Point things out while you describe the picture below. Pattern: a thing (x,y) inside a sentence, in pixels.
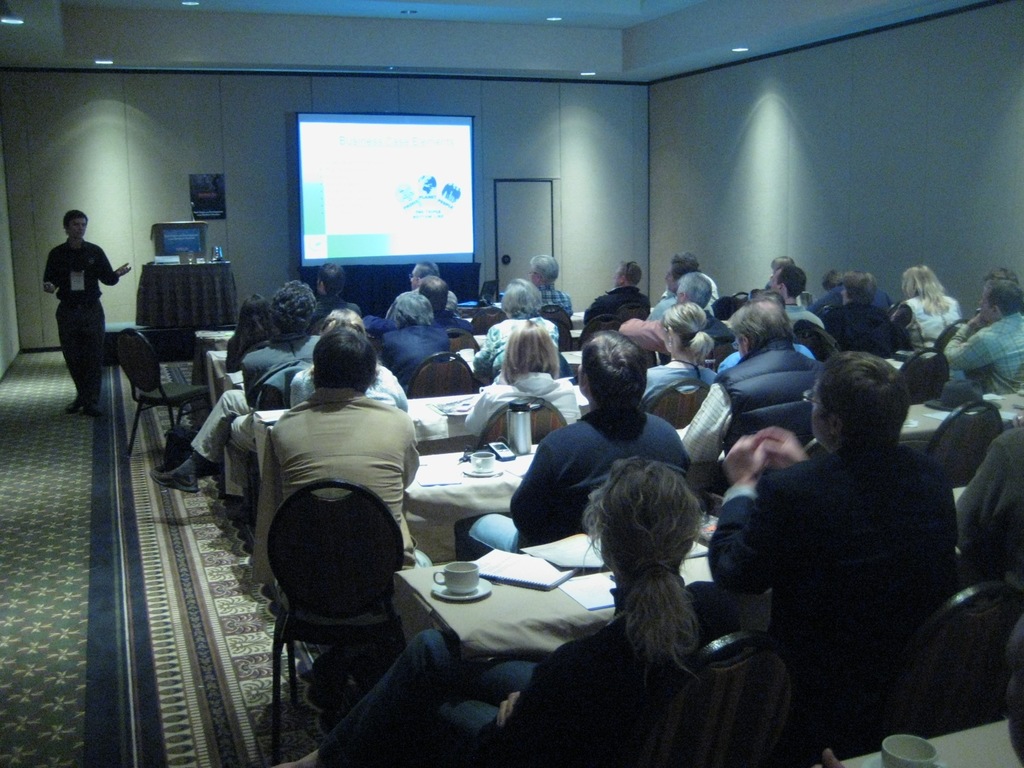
In this picture we can see a group of people (337,358) sitting on chairs (355,596). In front of the people (349,370), there are tables (495,617) which are covered with clothes (497,604). On the tables (470,614), there are cups (465,582), saucers (485,593), papers (533,575) and some objects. In front of the people (353,340), there are some objects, wall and a projector screen (367,223). On the left side of the image (76,335), a person (62,325) is standing on the carpet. At the top of the image (115,61), there are ceiling lights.
